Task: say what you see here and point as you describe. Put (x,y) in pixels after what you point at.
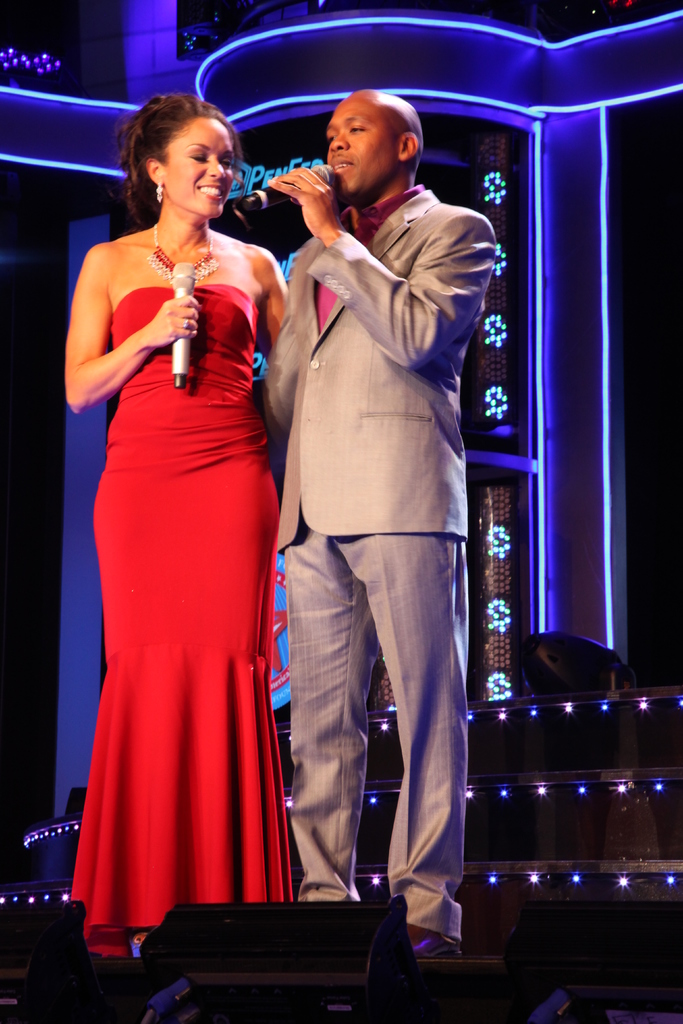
In this picture couple of them (397,472) standing on the dais (365,831) and I can see a man (314,209) speaking with the help of a microphone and a woman (164,339) holding a microphone (178,313) in her hand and I can see lighting (606,545) on the back (534,414) and a speaker (366,952) at the bottom of the picture (199,930).
